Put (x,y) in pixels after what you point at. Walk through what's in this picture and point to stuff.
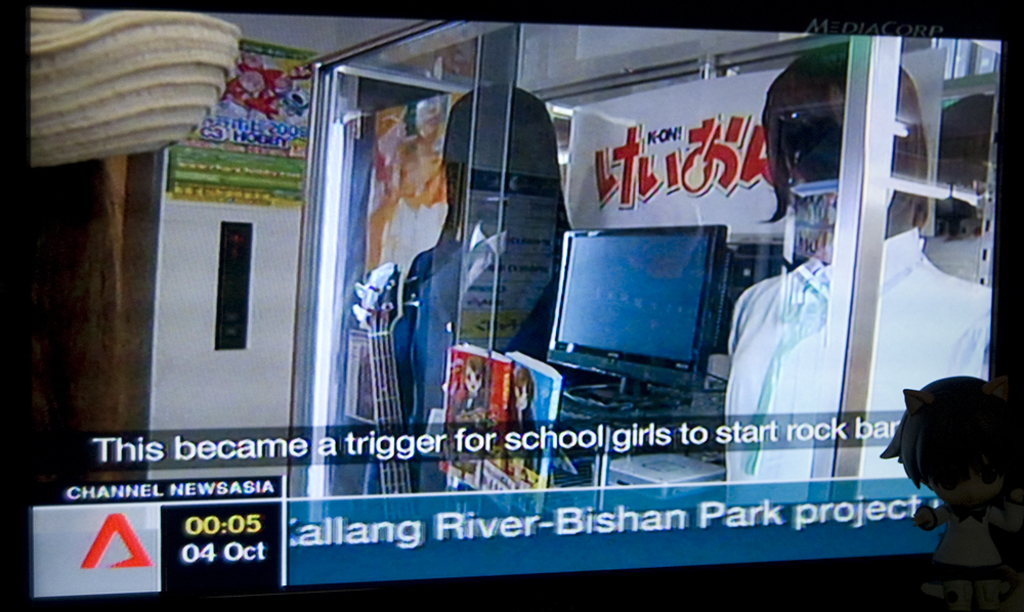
In this picture I can observe glass (762,341). There is some text (157,458) on the glass (468,475). On the right side (960,422) I can observe cartoon images (929,448). In the background (668,266) there is a television (601,339). I can observe two books (528,409) in front of the television (613,271).
